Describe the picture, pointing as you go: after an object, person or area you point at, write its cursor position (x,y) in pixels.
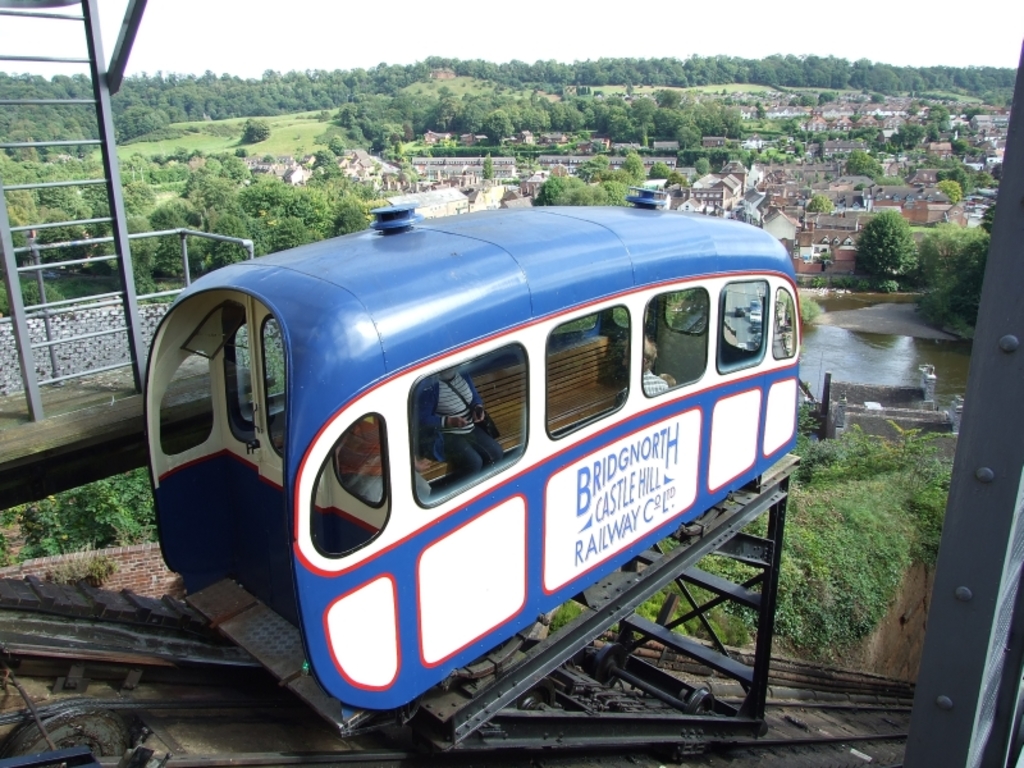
In front of the picture, we see a vehicle (487,488) in white and blue color and it looks like a train (389,544). It is on the tracks (224,666). Beside that, we see the iron railing (122,364) and ladder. At the bottom (871,557), we see the shrubs (840,490) and trees (847,480). On the right side (815,336), we see water (916,354) and this water (890,369) might be in the pond (867,339). There are trees (609,152) and buildings (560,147) in the background (578,136).
